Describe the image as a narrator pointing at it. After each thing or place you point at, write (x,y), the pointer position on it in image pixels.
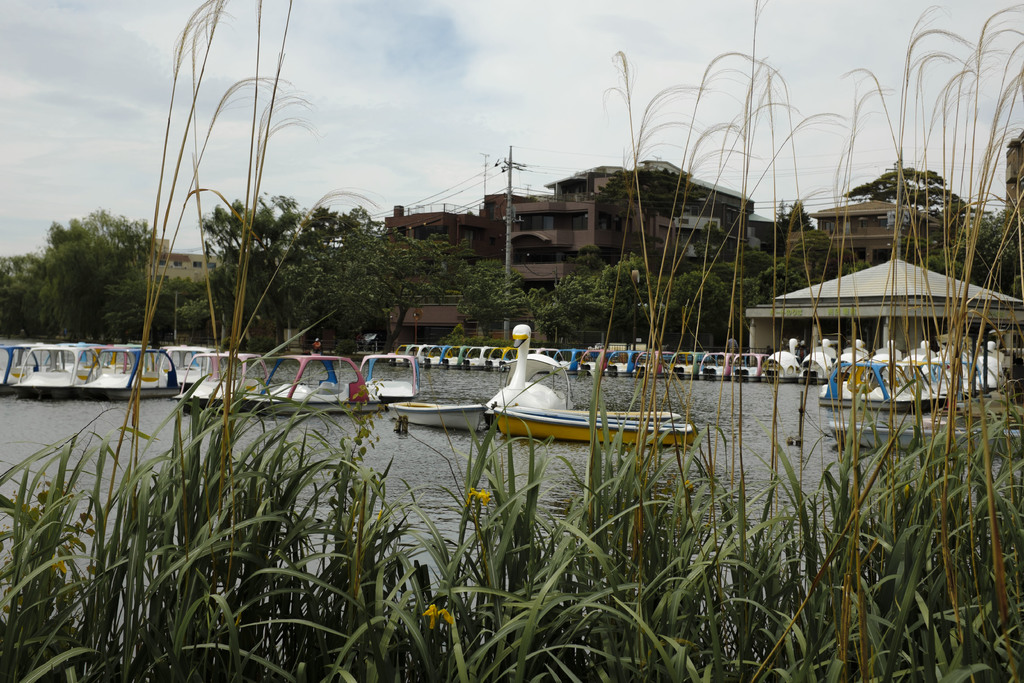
In this image I can see few boats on the water (808,451). In the background (435,295) I can see few trees (571,307) in green color, an electric pole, few buildings (579,193) and the sky (440,95) is in blue and white color.
